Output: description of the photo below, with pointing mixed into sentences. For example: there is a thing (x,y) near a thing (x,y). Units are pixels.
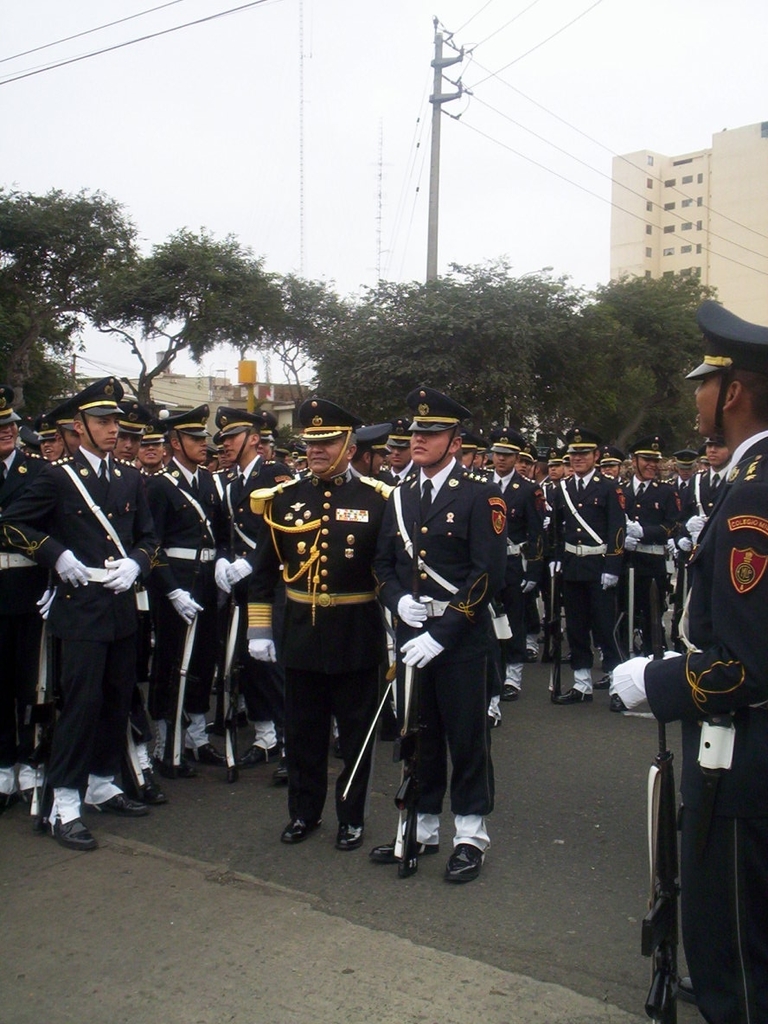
In the picture there are many officers (704,583) standing on the road (567,746) and in between them there are two men (308,747), one person (370,589) is wearing a uniform (324,645) with a lot of badges (290,515) and the second person (429,479) is wearing the similar dress (435,711) that the remaining are wearing, behind them there are many trees (491,331) and behind the trees (543,353) there is a building (624,257) and on the left side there is a pole (440,42) with few wires (568,25) attached to it.
